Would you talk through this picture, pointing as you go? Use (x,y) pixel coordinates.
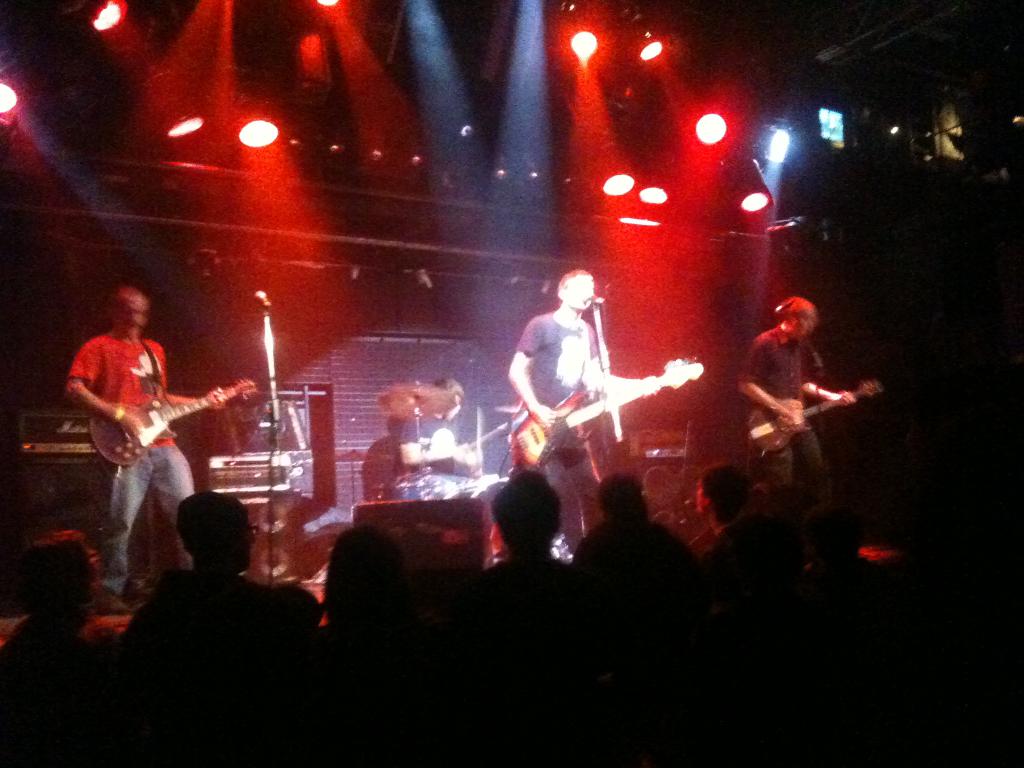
In this image I can see three men (785,378) are standing on the stage (113,609) and playing the guitar (152,424). In front of these people (562,402) I can see the mike stands (268,310). In the background (455,433) there is a person (441,435) playing the drums (450,477). At the bottom of the image (426,664) I can see some people (539,625). On the top of the image (771,185) there are some lights (718,139).
